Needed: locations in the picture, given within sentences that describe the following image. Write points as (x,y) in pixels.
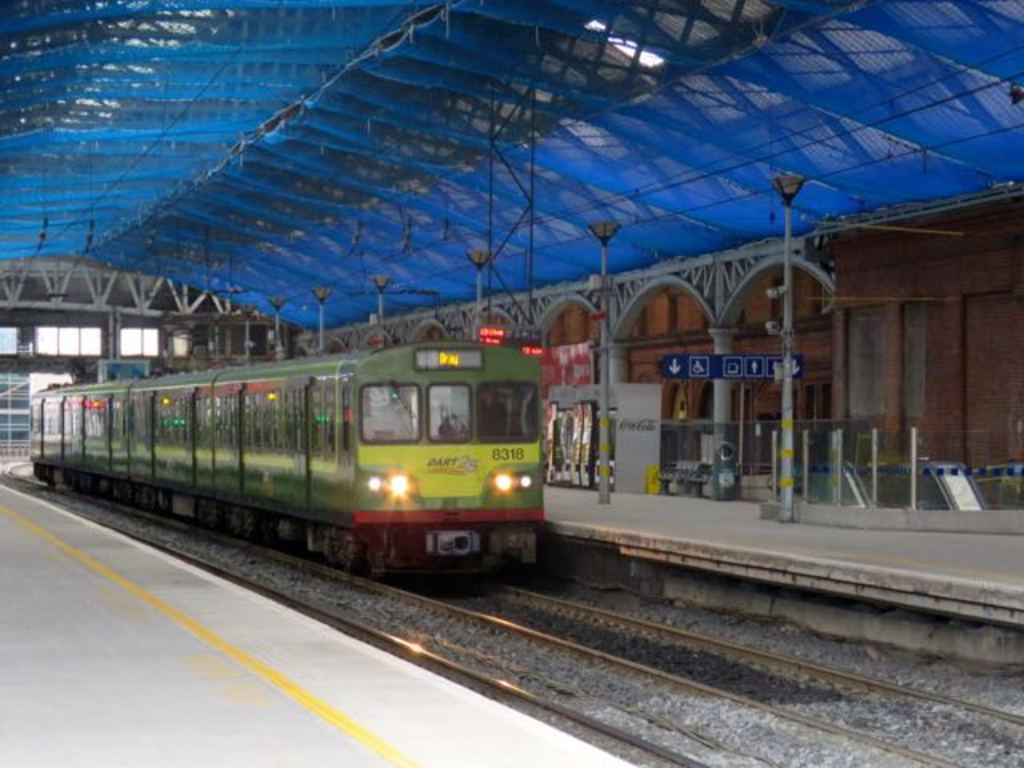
In this picture we can see a train (348,430) here, at the bottom (713,697) there is a railway track (726,667) and some stones (724,700), we can see a platform (778,581) here, there are some poles (774,456) and a board (724,356) here.
